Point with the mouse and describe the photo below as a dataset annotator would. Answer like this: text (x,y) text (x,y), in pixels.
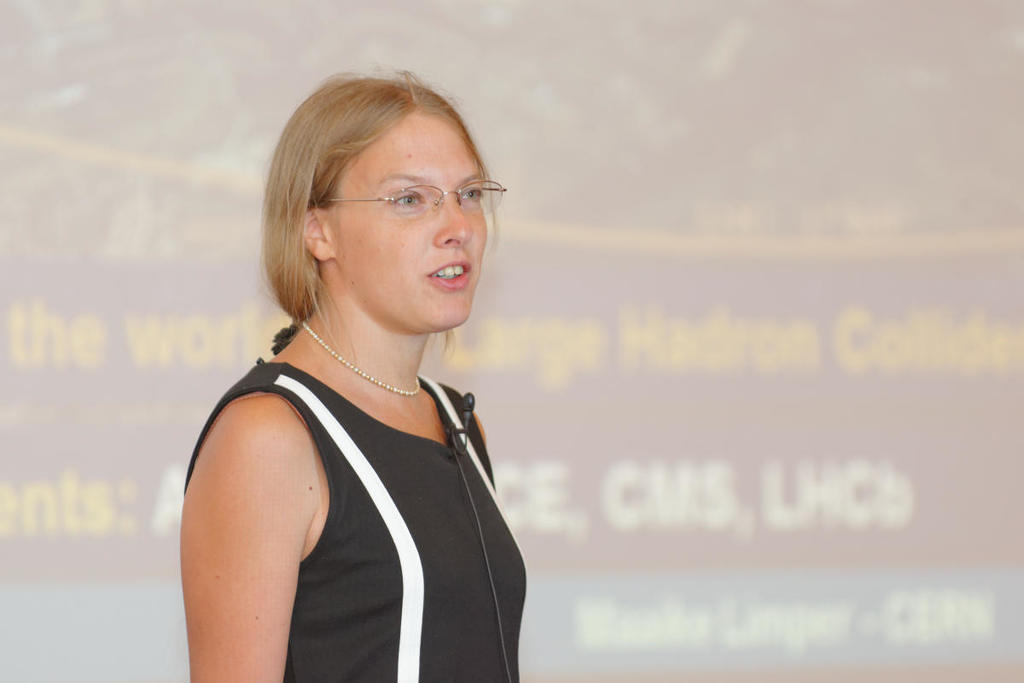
There is a woman (275,403) standing and wore spectacle (412,212) and microphone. Background (636,47) we can see screen (700,447).
